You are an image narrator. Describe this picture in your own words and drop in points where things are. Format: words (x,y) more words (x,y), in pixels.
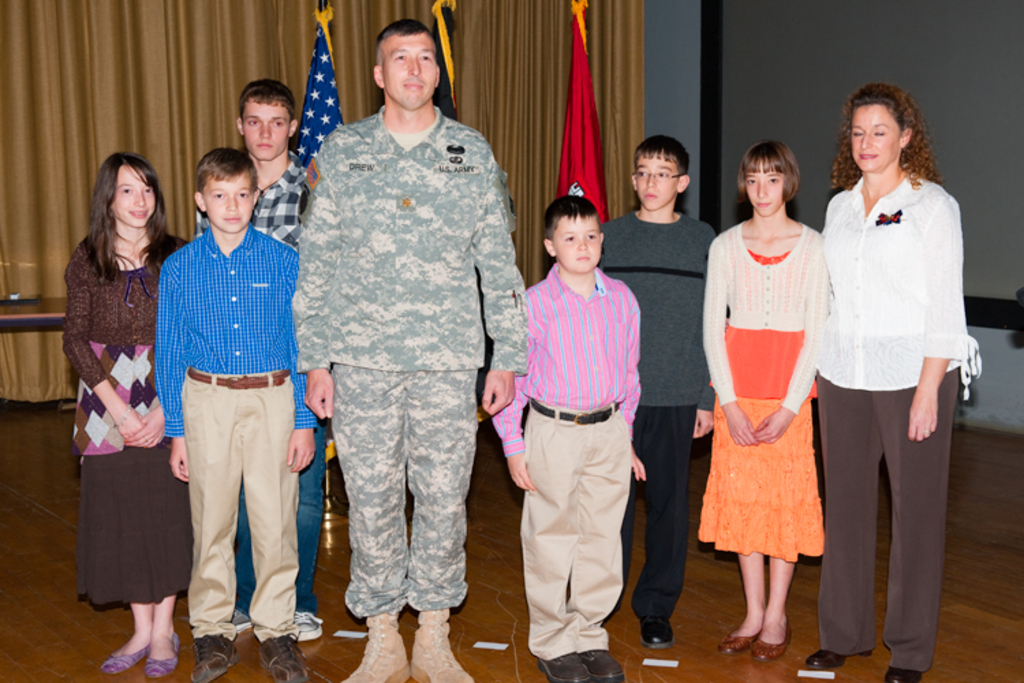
In this image, there are some persons (624,350) standing and wearing clothes (695,250). There is a curtain (309,23) in the top left of the image (334,20). There are flags (329,21) at the top of the image (451,15).
